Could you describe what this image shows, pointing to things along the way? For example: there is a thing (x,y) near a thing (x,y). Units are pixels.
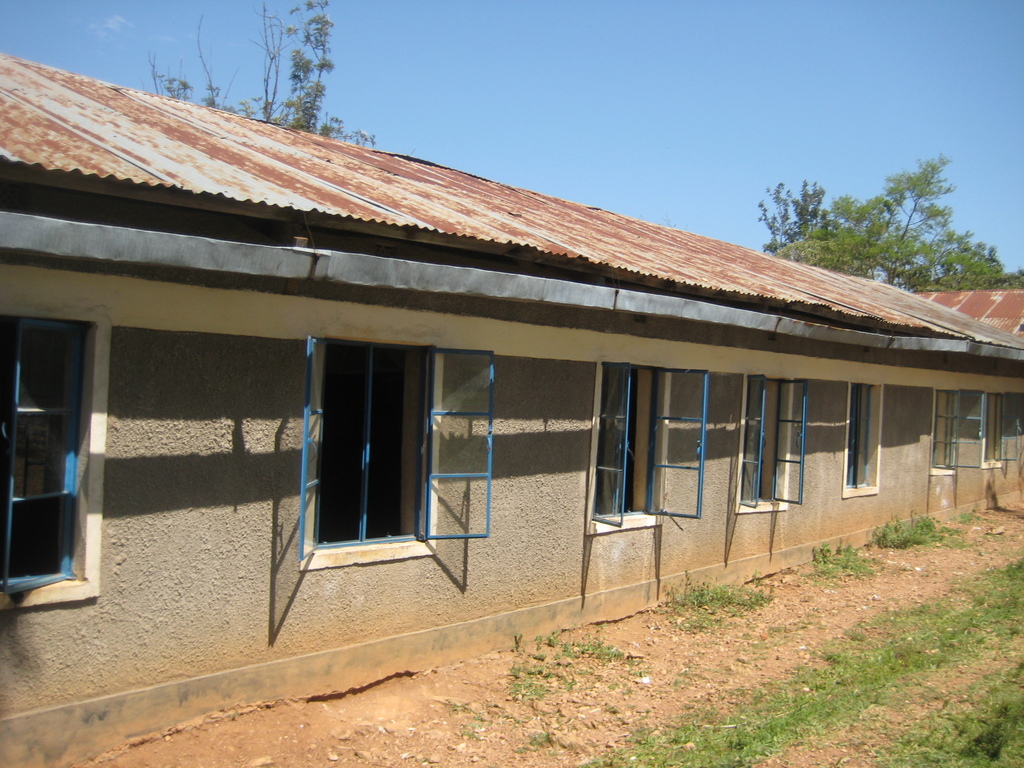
In this picture I can observe a building (393,392). There is a metal roof (88,111) on the building (429,200). I can observe some windows (317,498). There is some grass (833,682) on the land (809,691). In the background (962,259) there are trees (859,214) and a sky (666,128).
